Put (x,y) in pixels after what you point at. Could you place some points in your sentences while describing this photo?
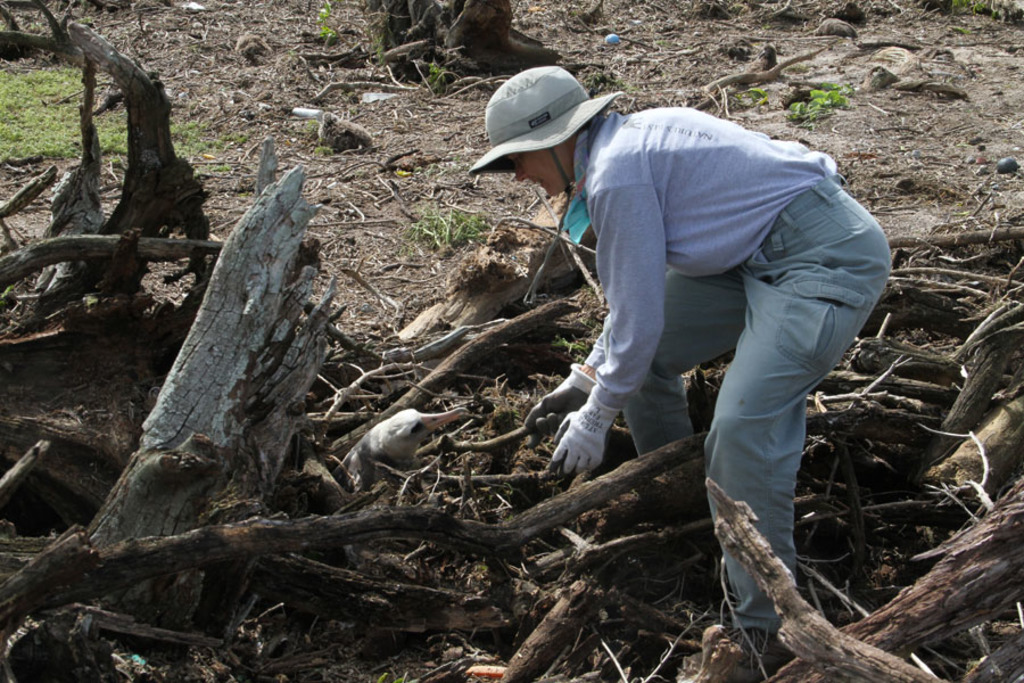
There is one man (652,336) wearing a cap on the right side of this image (700,316). We can see dry wooden sticks (393,408) and an animal (416,435) at the bottom of this image (413,468).
